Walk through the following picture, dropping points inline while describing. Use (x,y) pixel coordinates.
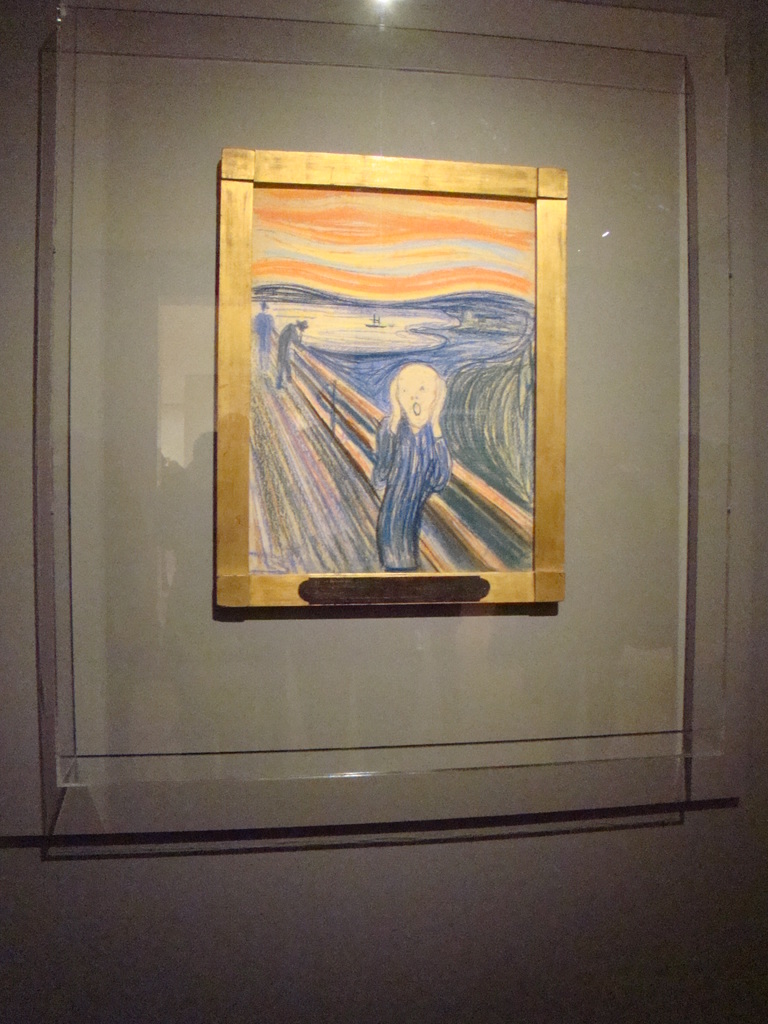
This picture we can observe yellow color frame (235,523) fixed to the wall (183,459). In this frame (362,409) we can observe a sketch (389,422) of three persons (418,383) near the railing (373,453). This frame (302,422) was placed behind the glass case (190,349).
